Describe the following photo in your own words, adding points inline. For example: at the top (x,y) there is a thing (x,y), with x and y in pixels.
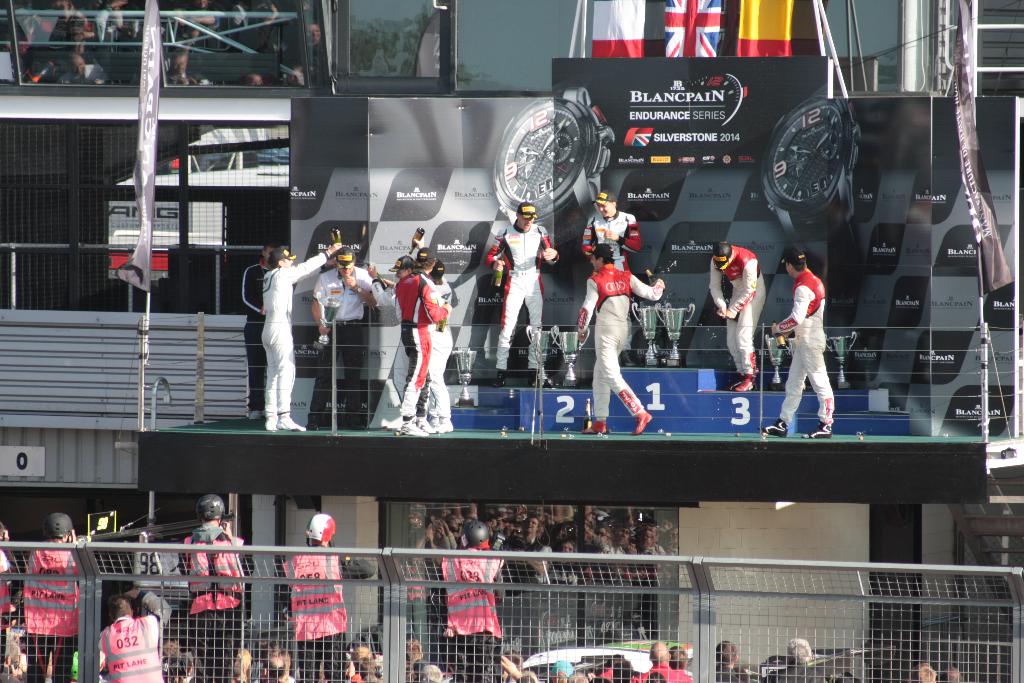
In this image we can see group of people (813,328) standing, some persons (736,362) are holding bottles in their hands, one person (341,301) is carrying a cup (327,323) with his hands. Some persons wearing helmet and holding cameras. In the foreground (480,627) we can see a fence (714,633), barricade (829,595). In the background (697,324), we can see the signboard (712,169) with text (710,195), group of cups (671,363), building (880,13) with windows (840,39), banner (1003,210) with text (154,53) and group of flags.
